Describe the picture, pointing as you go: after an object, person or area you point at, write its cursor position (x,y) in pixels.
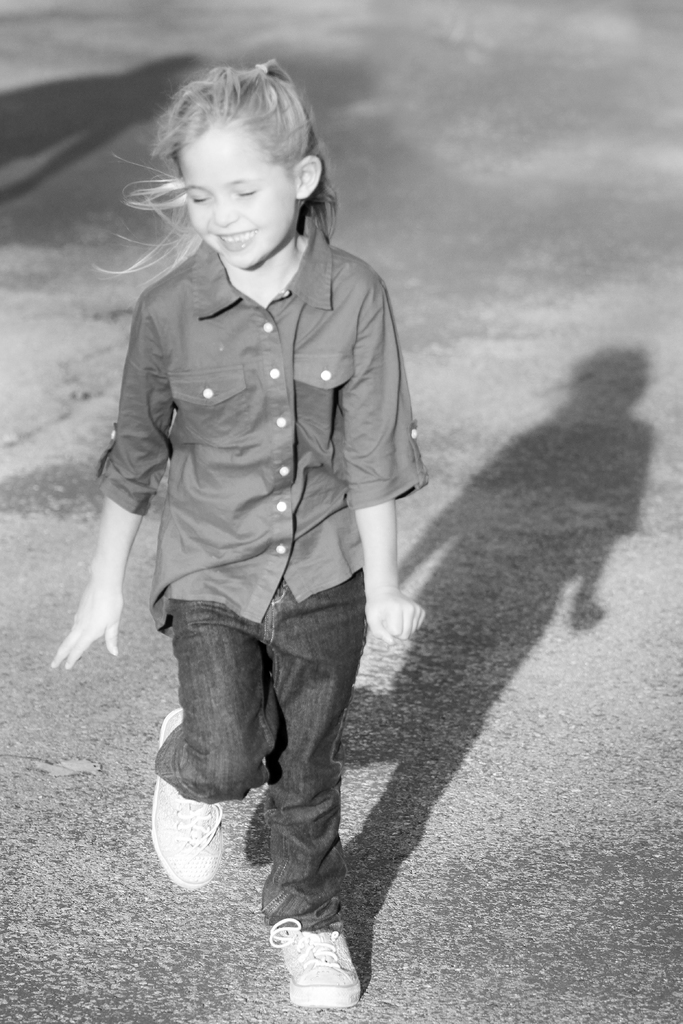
In this picture I can see there is a girl (265,575) skipping and she is smiling. The shadow (515,520) of the girl (198,564) is visible on the road (403,209) and this is a black and white image.
